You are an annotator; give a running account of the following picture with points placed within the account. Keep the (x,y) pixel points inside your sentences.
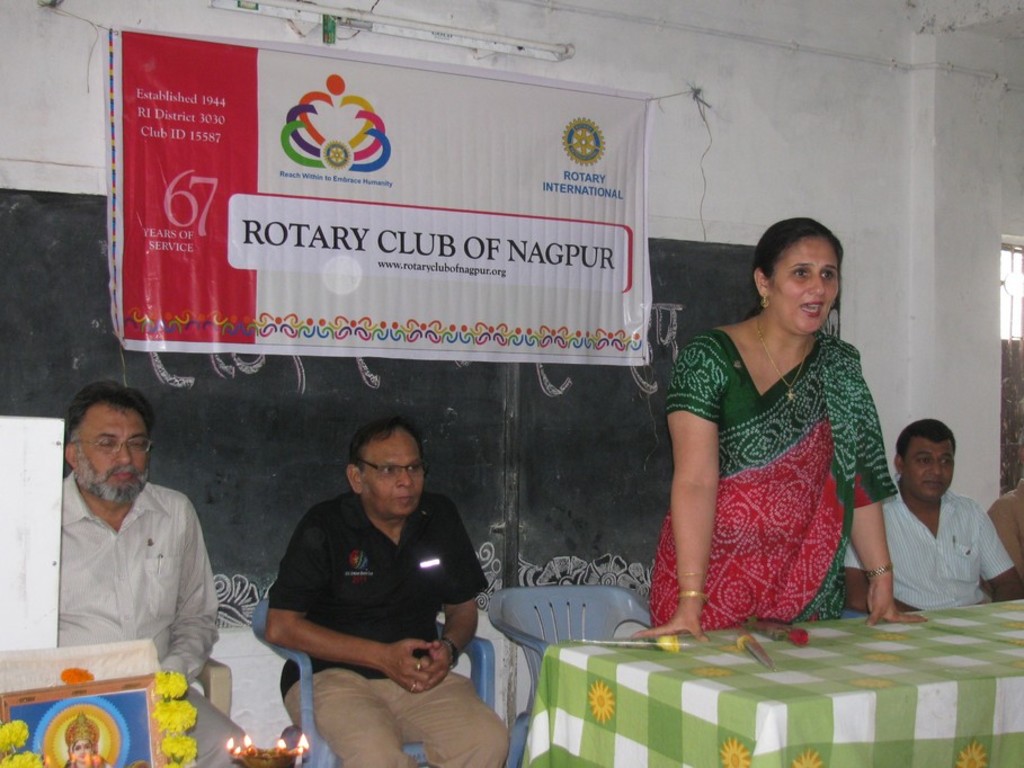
In this image I can see few people (405,647) sitting on the chairs (460,668) and one person (774,547) is standing. I can see few yellow color flowers (741,649) and few objects (672,649) on the table (870,633). Back I can see a blackboard (37,260), banner (179,293) and light (562,51) attached to the wall (915,100). I can see a god frame (114,724) and diyas (273,748).
